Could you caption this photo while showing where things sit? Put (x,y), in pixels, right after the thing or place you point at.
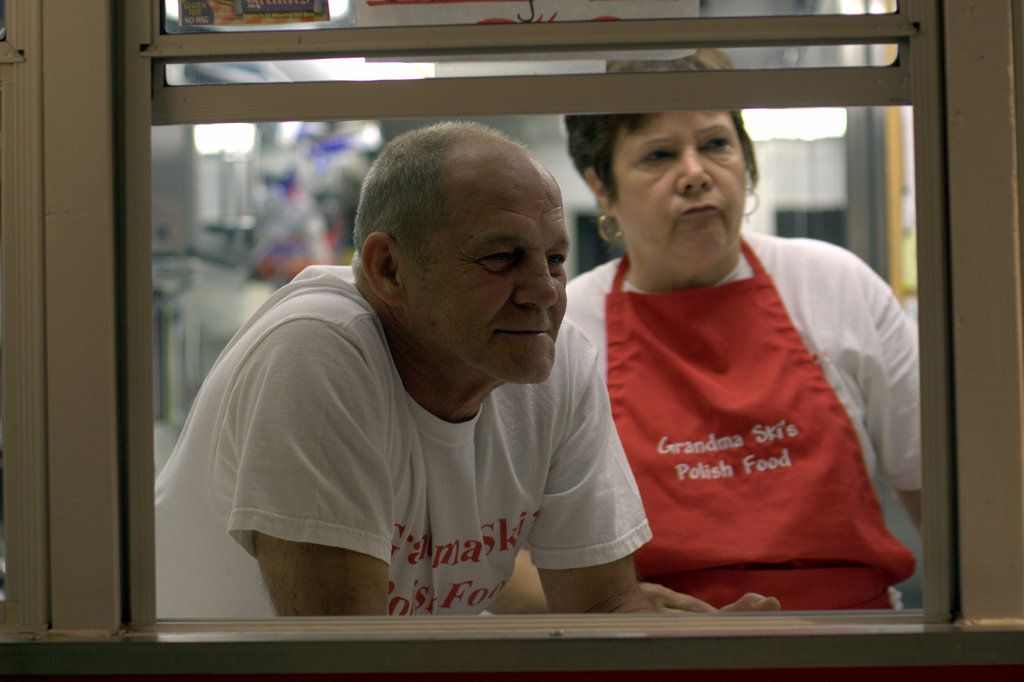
As we can see in the image in the front (424,382) there are two people (514,383) wearing white color t shirts (478,453) and the background (250,165) is blurred.
